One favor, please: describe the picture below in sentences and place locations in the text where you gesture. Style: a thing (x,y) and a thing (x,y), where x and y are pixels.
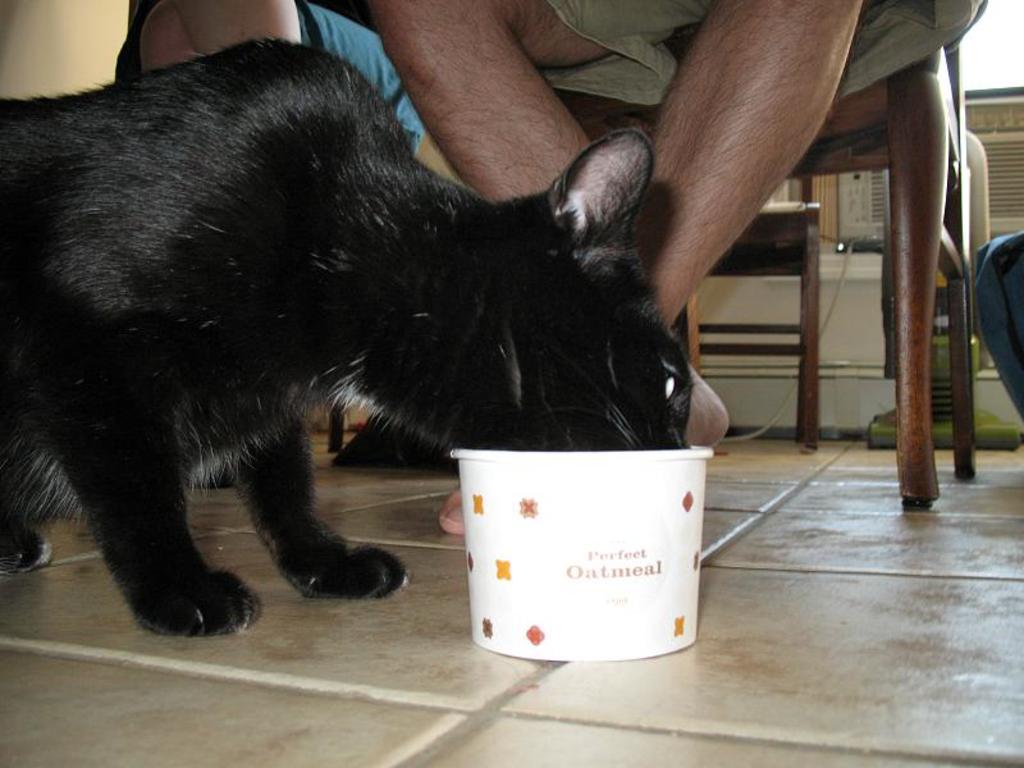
There is a cat (379,556) and a bowl (581,474) on the floor (695,662). Here we can see persons (709,185) sitting on the chairs (915,438).
